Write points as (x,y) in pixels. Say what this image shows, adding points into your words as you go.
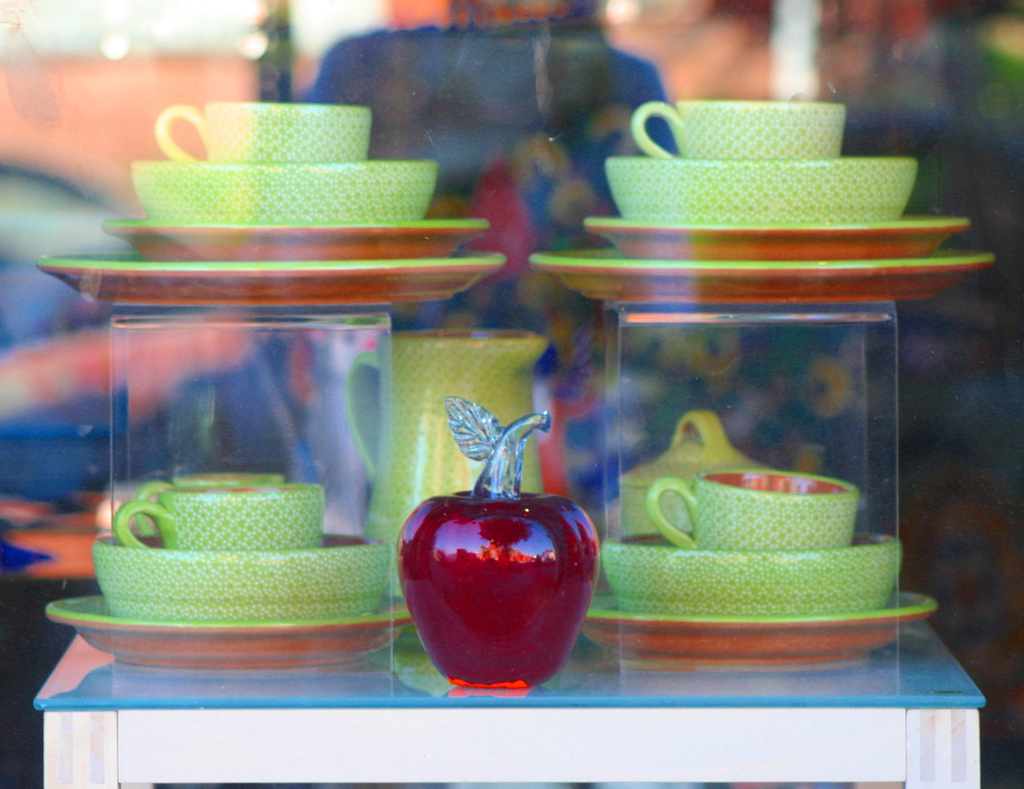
In this image we can see few cups (755,488), bowls (776,190), plates (767,637), a jug (458,362) and an object (557,503) on the table (492,712) and a blurry background (942,474).
